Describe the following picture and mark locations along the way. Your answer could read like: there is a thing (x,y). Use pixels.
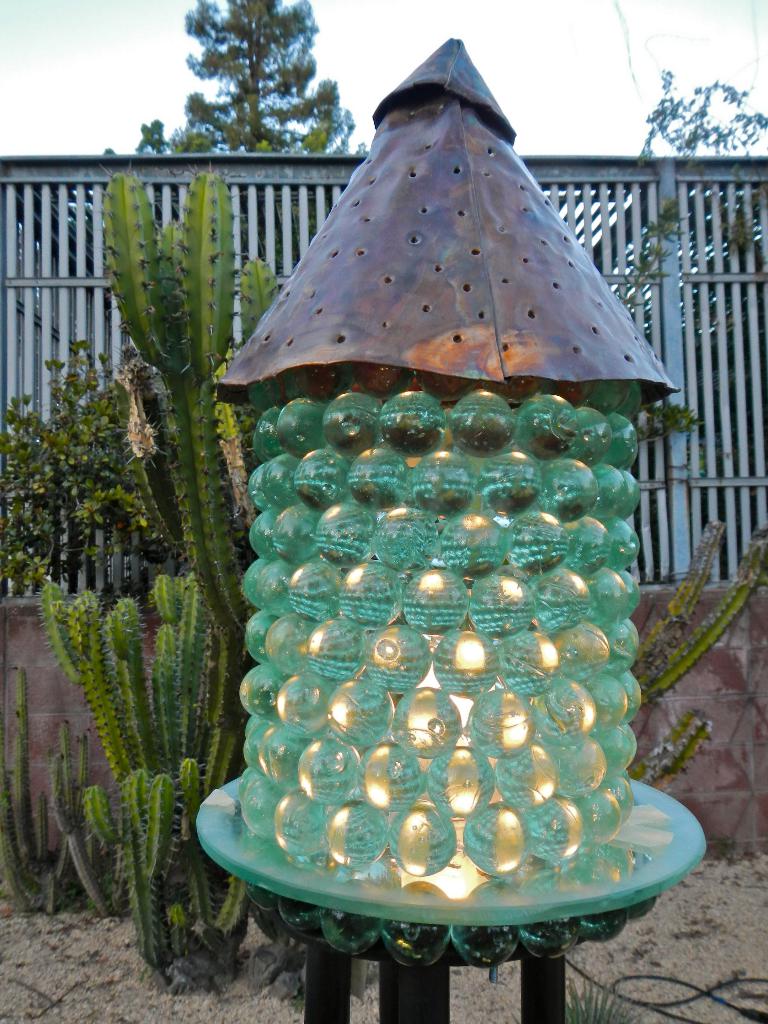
In this image I can see few green color marbles (443,704) on the stand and light (420,710) inside. Back I can see plants (172,338), trees (251,48) and railing (254,203). The sky (511,114) is in blue and white color.
